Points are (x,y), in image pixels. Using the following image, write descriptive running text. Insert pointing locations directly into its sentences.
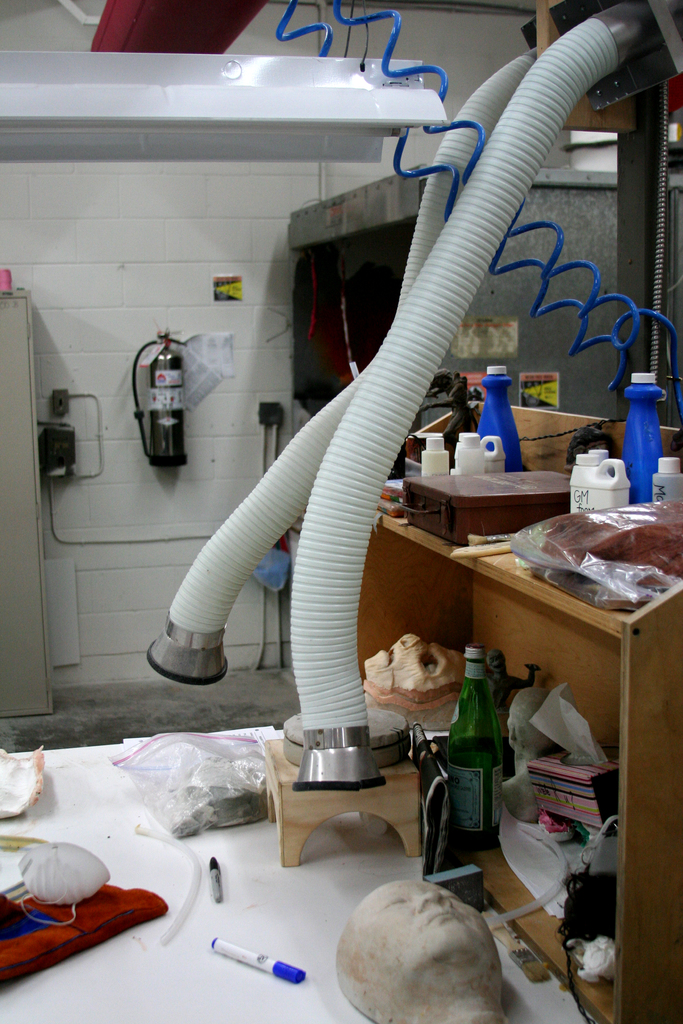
This is looks like an exhaust pipe of a device (655,55). This is a wooden table (547,445) where a bottle (597,480), a box (471,524) and covers (583,541) are kept on it. Under the table (545,594) there is a wine bottle (472,812) and clothes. We can see a sketch pen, a cloth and a face mask (472,1018) on the table (204,944).
